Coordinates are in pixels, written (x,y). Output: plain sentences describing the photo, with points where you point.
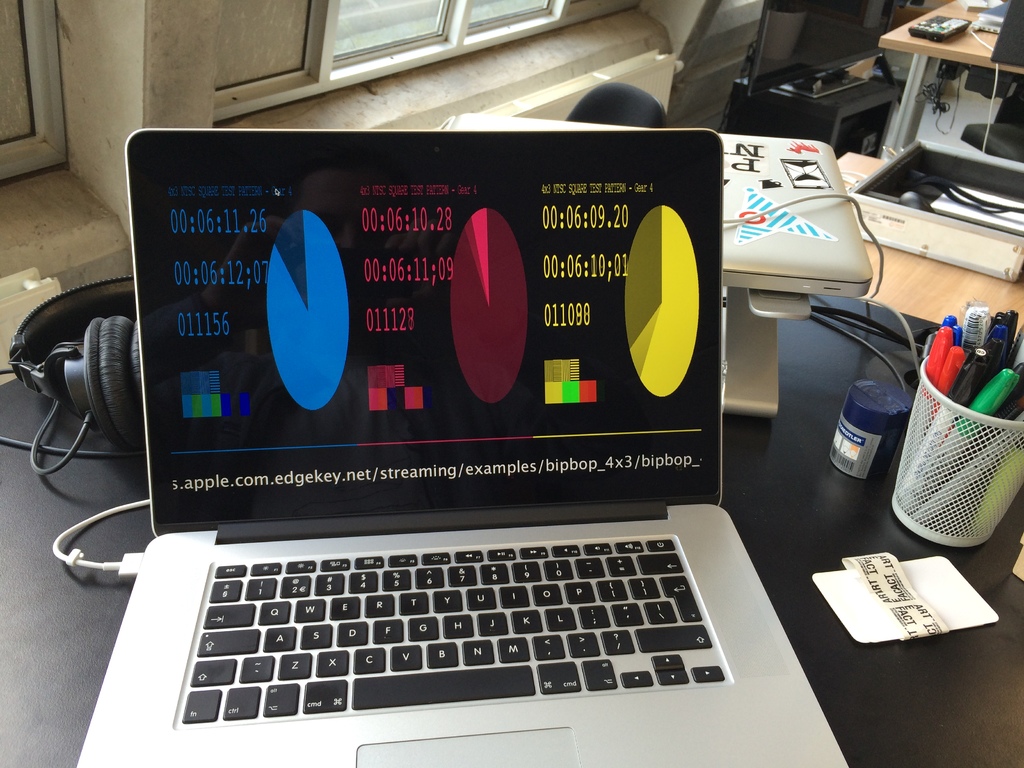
There is a table (81,597) which has laptops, pens (985,376), headset (105,351) on it.
